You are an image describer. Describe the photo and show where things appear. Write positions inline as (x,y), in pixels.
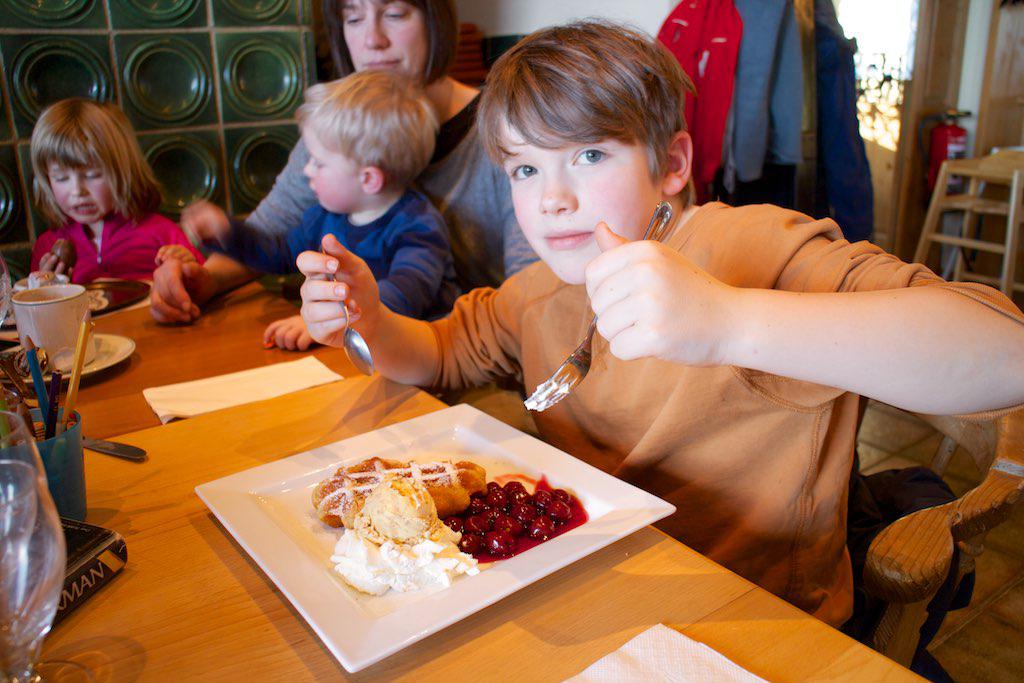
These persons (671,379) are sitting on the chair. This person (386,312) holding spoon (340,303) and fork (578,380). There is a table (187,580) on the table (306,658) we can see plate (388,621), food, paper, pencil (50,424), cup (78,328) and things (68,519). On the background (631,3) we can see wall (631,3), cloth (767,59).
